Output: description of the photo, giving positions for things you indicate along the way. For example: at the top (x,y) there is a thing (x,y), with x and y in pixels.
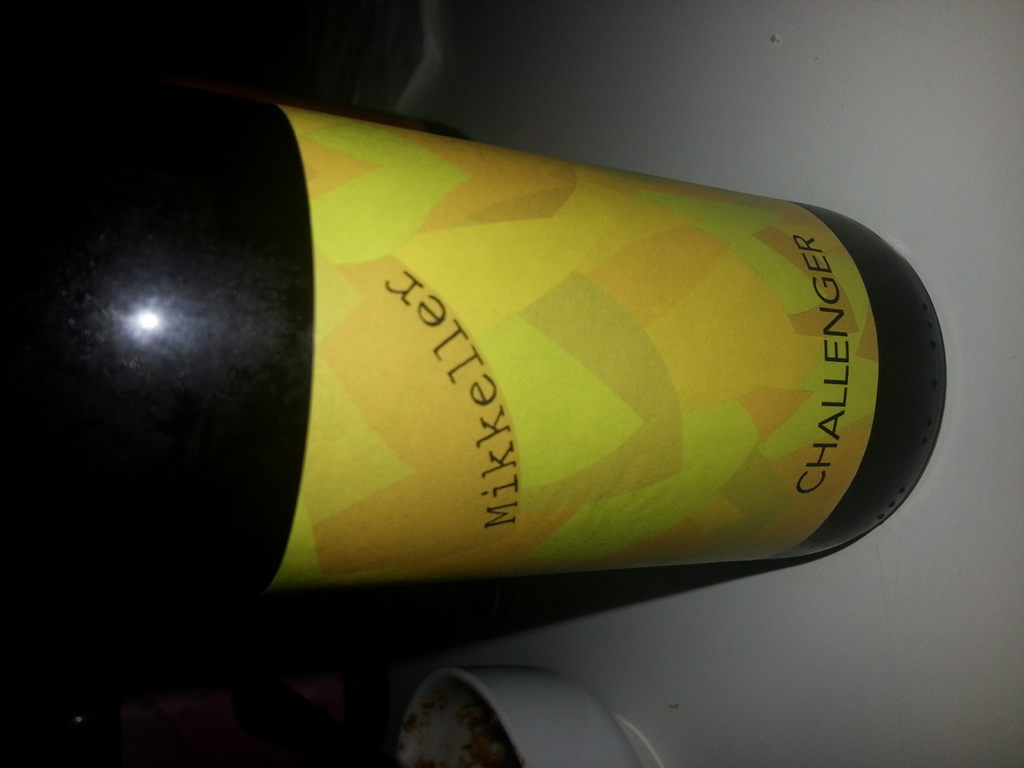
In this image we can see a bottle (383,482) which is black in color and a yellow color sticker (353,453) is there to that bottle (613,395) and a text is written on it.
